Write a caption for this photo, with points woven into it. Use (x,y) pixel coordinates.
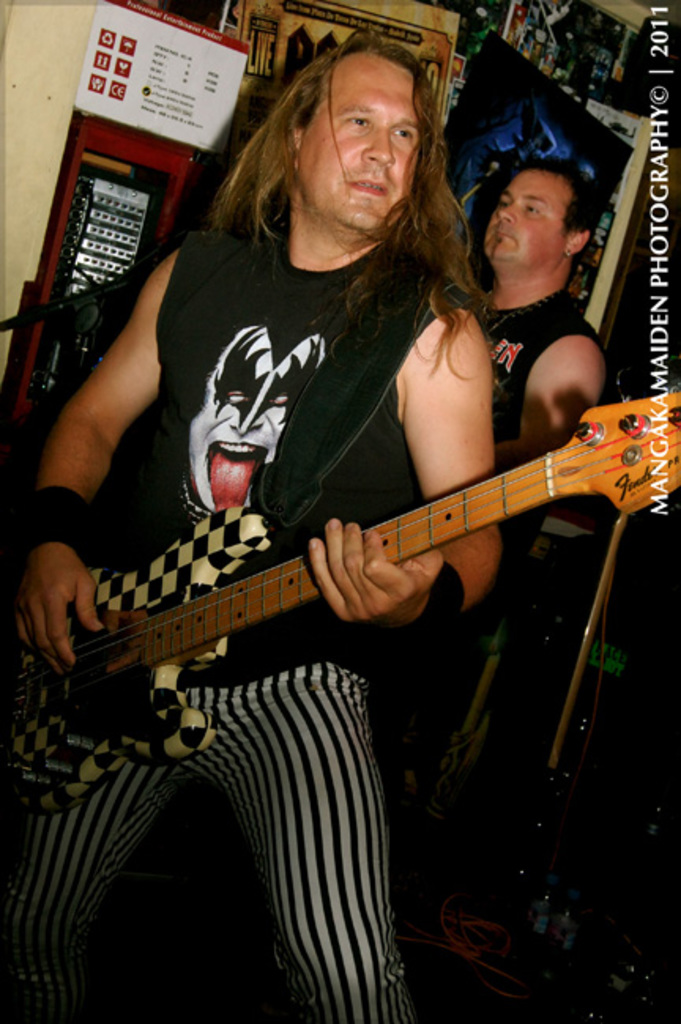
In this picture we can see two man (273,308) and in front (269,399) man (329,670) holding guitar (533,479) in his hand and playing and in background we can see posters (335,7), wall (17,108), mic (76,294).
